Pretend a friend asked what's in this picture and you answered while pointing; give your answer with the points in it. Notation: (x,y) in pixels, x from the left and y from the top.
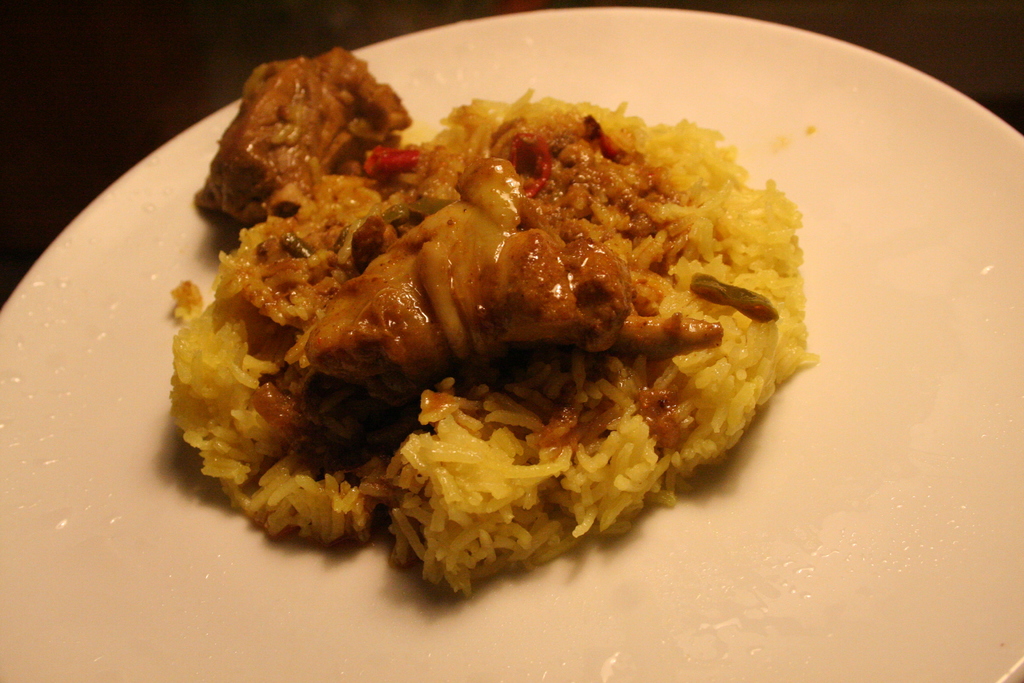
In the image there is a rice (573,366) and meat (277,134) on a plate (702,57).
